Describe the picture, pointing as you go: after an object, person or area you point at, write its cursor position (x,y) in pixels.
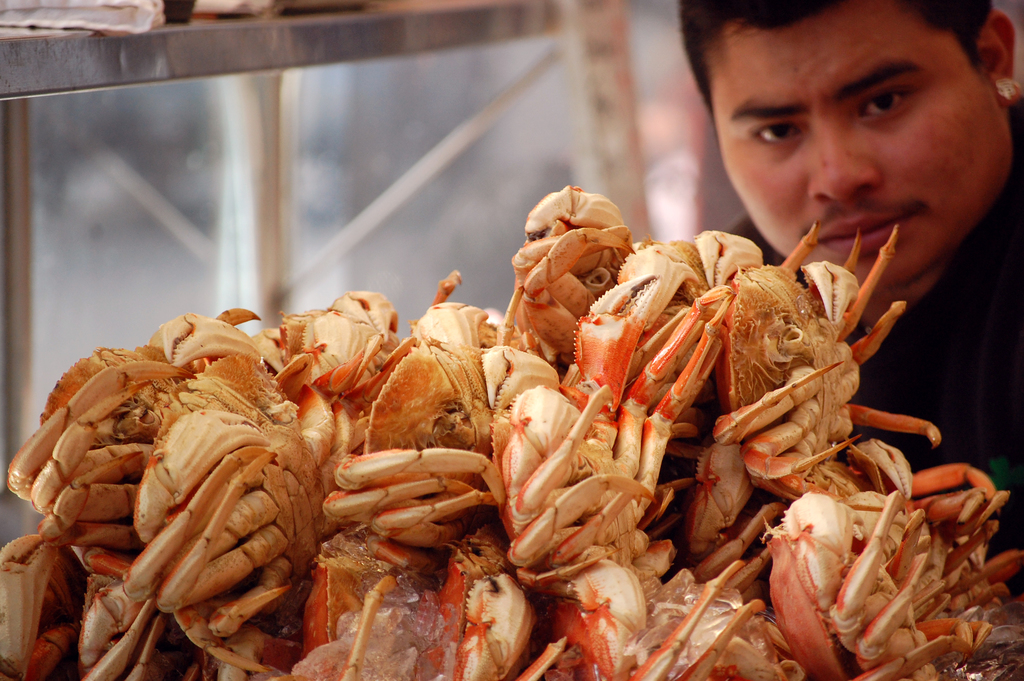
This picture shows a bunch of crabs (519,343) and we see a man (872,96) looking at the camera.
